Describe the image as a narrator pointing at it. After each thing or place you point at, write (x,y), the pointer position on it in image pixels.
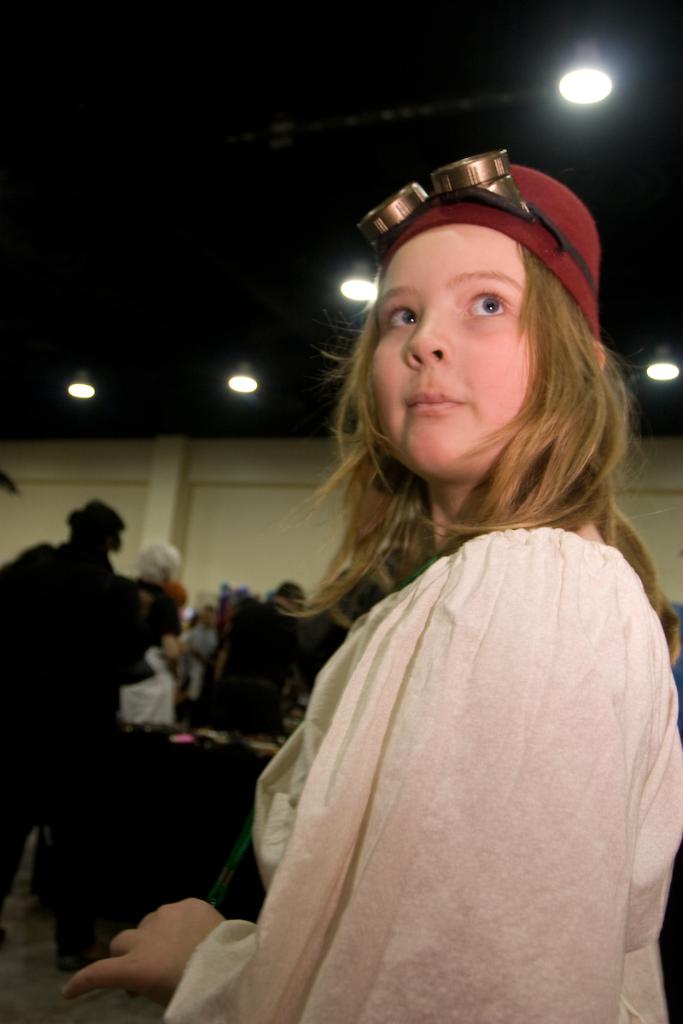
In this picture we can see a small girl (446,833) standing in the front (494,714) and looking on the top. Behind we can see some persons (106,726) standing near the table (196,732). In the background (230,489) there is a white color wall (161,532) and some spot lights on the ceiling (164,400).
